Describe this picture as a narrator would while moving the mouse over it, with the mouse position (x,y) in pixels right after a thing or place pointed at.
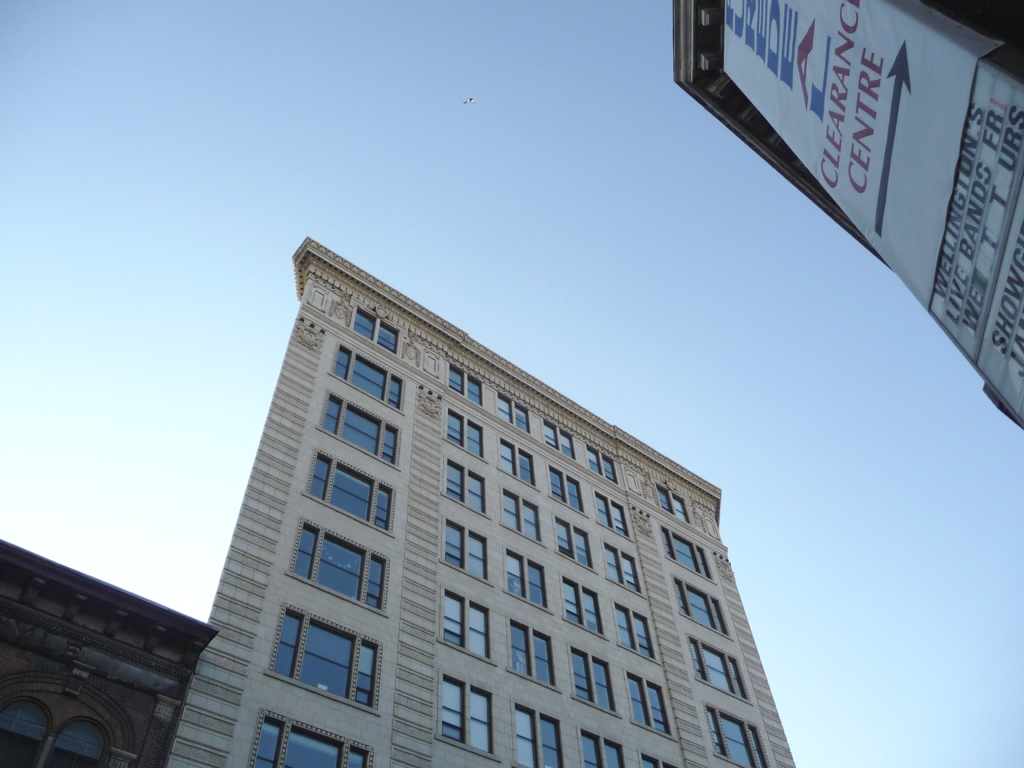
In this picture I can see the buildings (386,579), in the background (525,264) there is the sky (528,252). In the top right hand side (898,193) I can see the banner (884,90) and the text (1015,296).
